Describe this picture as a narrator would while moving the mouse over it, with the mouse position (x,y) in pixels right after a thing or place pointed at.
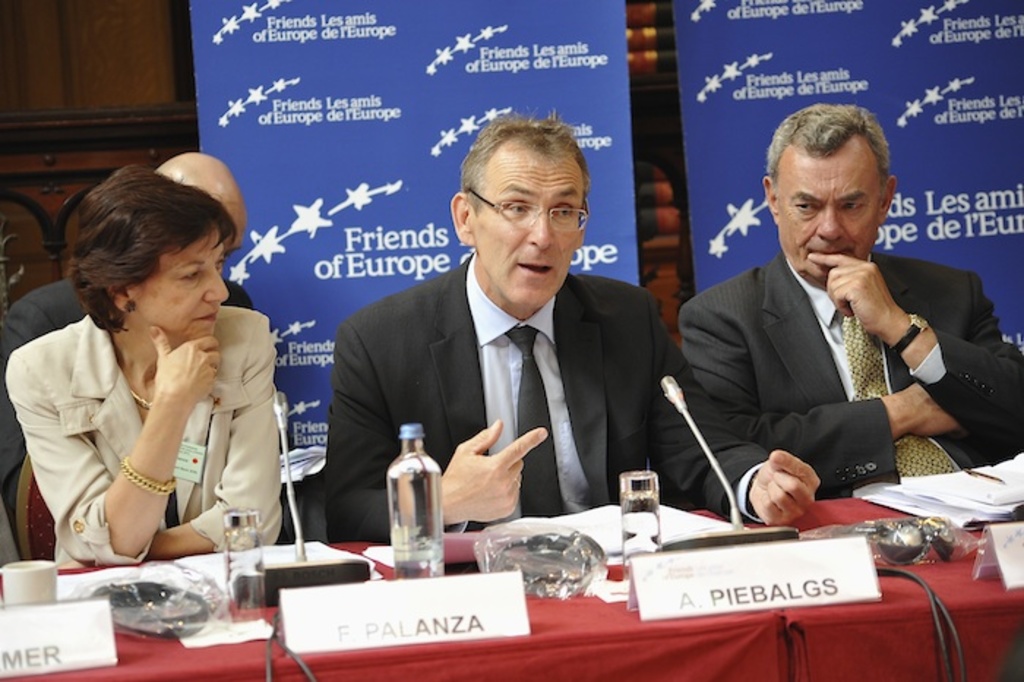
In this image there are people (485,276) sitting on the chairs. Before them there is a table (369,545) having a bottle (398,555), glasses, name boards (352,589), mike's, papers (387,548) and few objects (550,551). Behind them there are banners (585,248) having some text (585,248) on it. Background there is a wall (7,229). Right side (858,298) there is a person (834,369) wearing a blazer (807,343) and a tie (861,360).
